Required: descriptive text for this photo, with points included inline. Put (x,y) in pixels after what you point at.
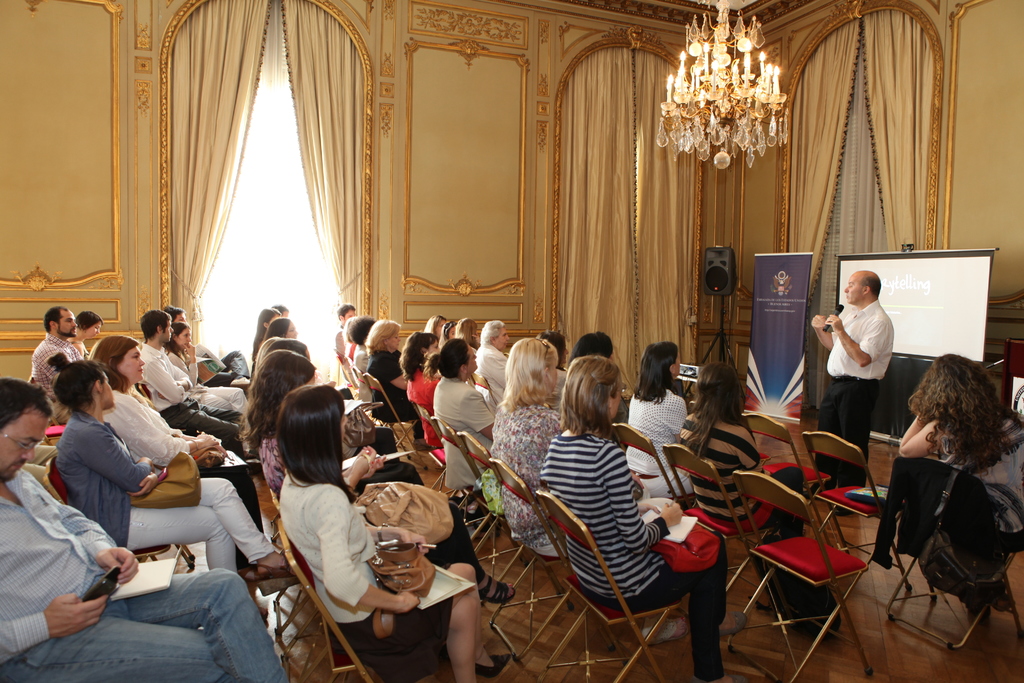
In this Image I see number of people (980,375) who are sitting on chairs (919,480) and there is a man (871,290) over here who is standing and holding a mic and I see a projector screen (939,251) over here. In the background (873,252) I see the wall (3,215), lights (707,20) and the curtains (212,200).
